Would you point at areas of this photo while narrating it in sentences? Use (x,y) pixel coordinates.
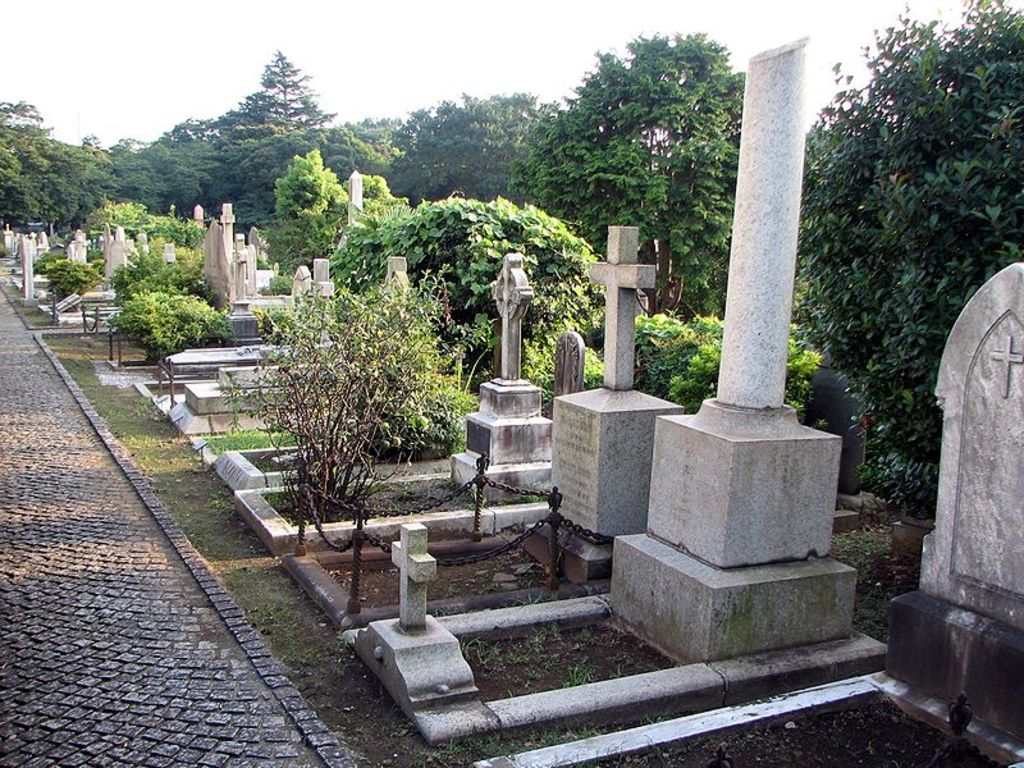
In the image there are many christian tombs (386,476) and around them there are many trees (435,153) and plants (361,402) and on the left side (26,531) there is a path (8,615) in front of those tombs (637,593).
